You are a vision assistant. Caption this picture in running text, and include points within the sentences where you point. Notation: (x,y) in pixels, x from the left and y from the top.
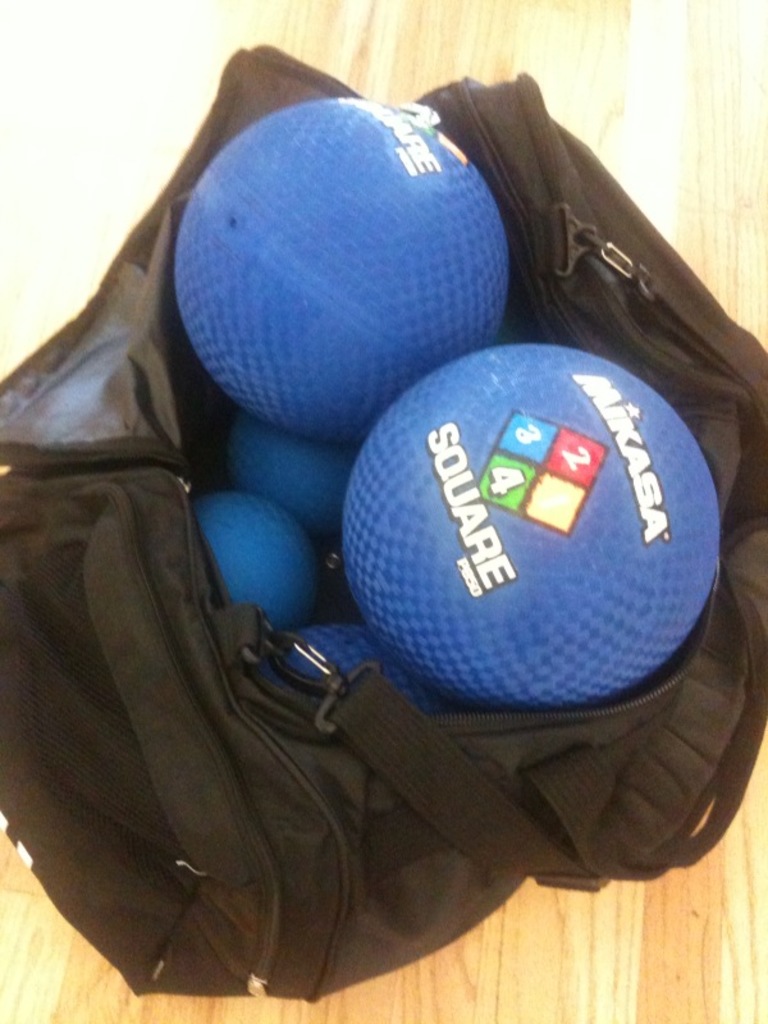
In the picture we can see a black color bag (139,743) with full of blue color balls (482,426) in it.
